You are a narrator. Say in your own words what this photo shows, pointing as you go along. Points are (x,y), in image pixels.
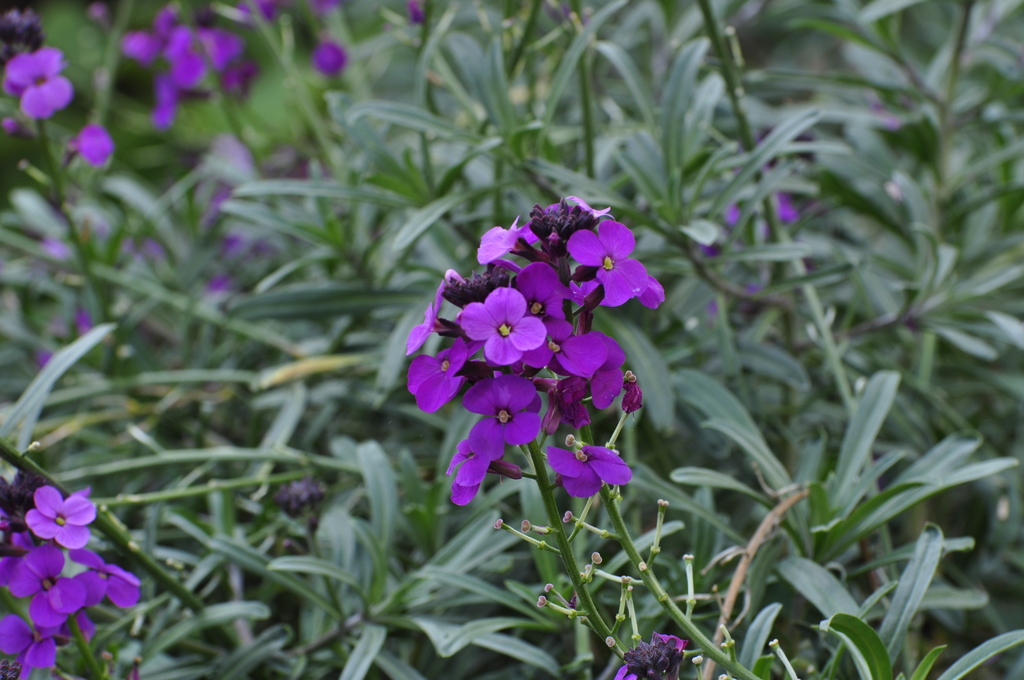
In the picture there are many plants (626,515) present, there are flowers (578,487) present.
